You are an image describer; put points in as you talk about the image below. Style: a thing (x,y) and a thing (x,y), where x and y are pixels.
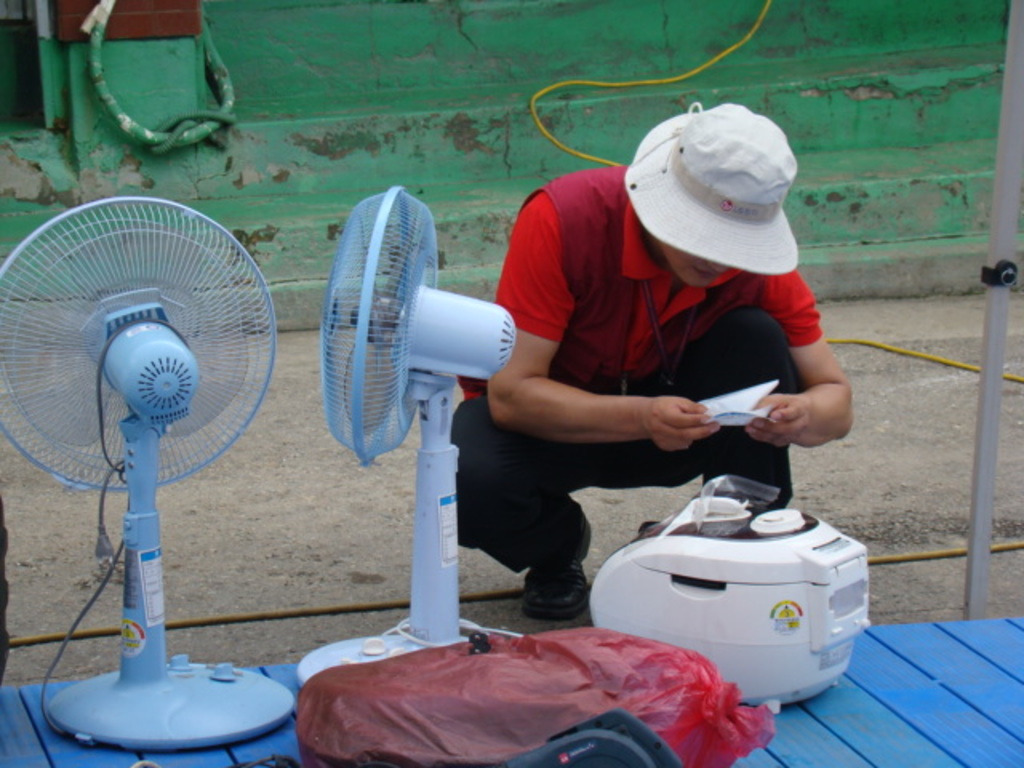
In the center of the image (644,396) we can see a person (630,411) is wearing a hat (700,236) and he is holding a paper (746,397). In front of him, we can see one wooden object (814,725). On the wooden object (794,725), we can see table fans (445,628) and some objects (749,580). On the right side of the image (991,381), there is a pole type structure (981,401). In the background (152,125), there is a wall (475,111), pipe (143,137) and wire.
